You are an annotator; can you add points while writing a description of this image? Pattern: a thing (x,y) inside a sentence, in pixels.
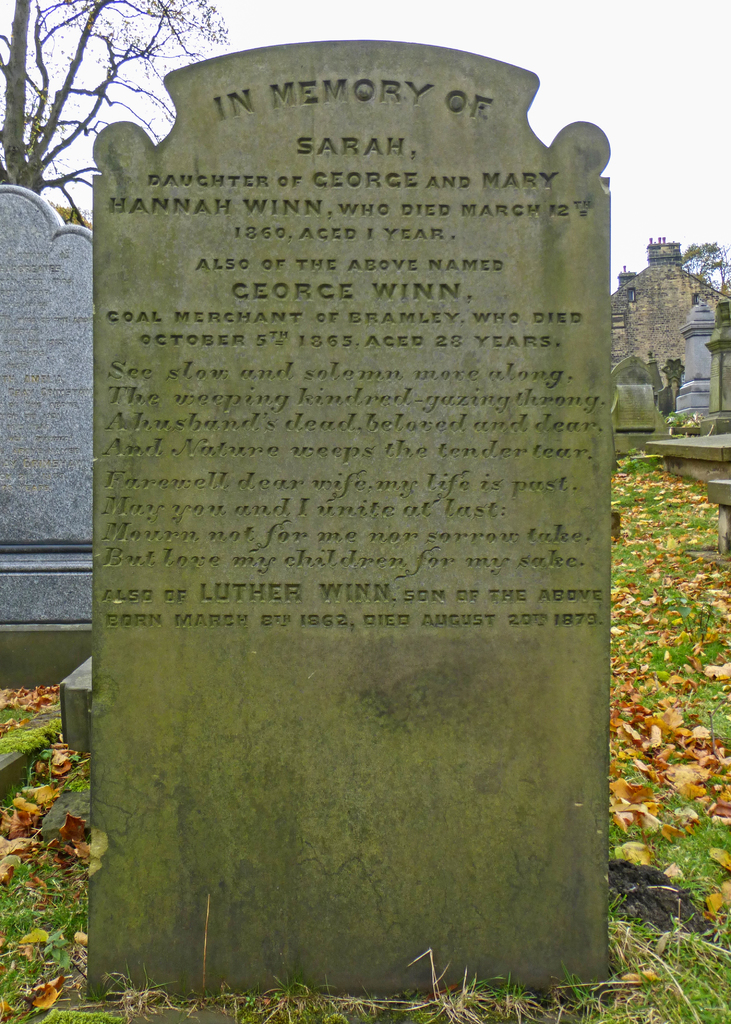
This picture shows text (302,451) carved on the gravestones (345,411) and we see a tree (716,267) and a building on the side and we see grass (730,735) on the ground (628,598) and a cloudy sky (618,238).
